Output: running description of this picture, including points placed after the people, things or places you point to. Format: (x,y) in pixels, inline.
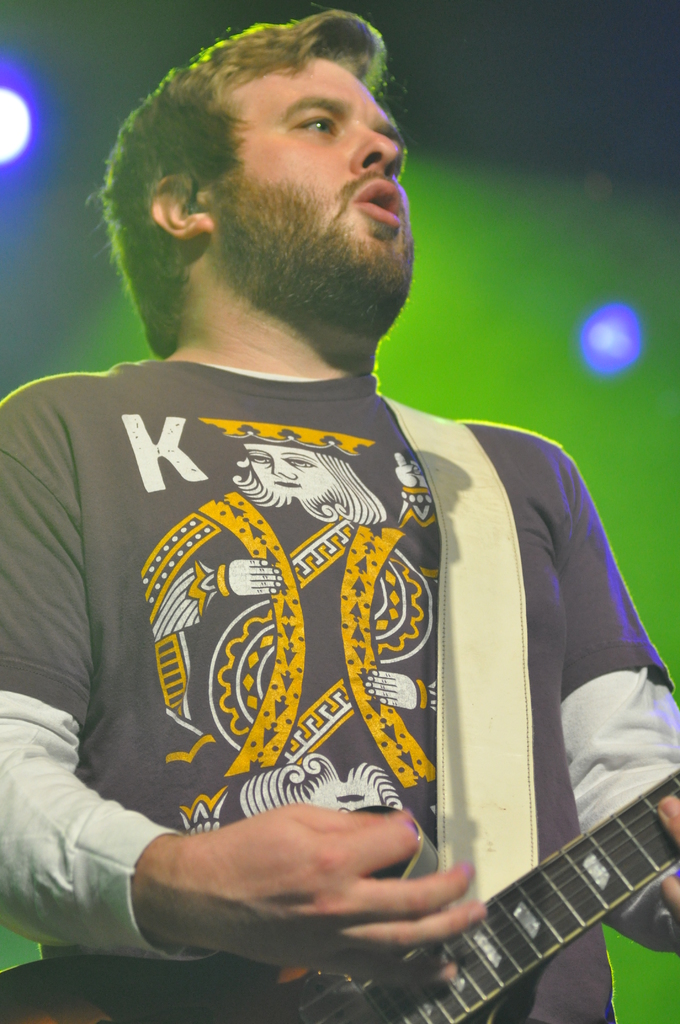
In this image there is a person (289,600) wearing black color T-shirt (377,546) holding guitar (485,923) in his hands (465,885) and at the background of the image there are lights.
